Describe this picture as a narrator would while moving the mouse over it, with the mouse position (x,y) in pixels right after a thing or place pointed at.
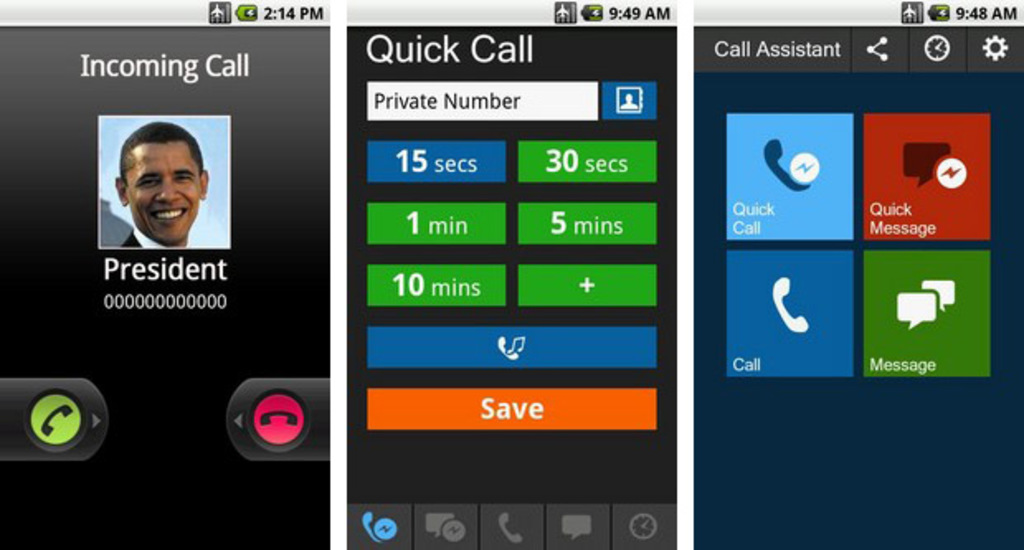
In this picture we can see a person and a call logo (261,409) on the left side (289,409). In another picture we can see a time (438,228) in seconds. There are few logos (392,524) such as messenger (435,519). We can see four logos (731,174). These are message logos (985,229) on the right side (906,297). On top (224,20), we can see a plane mode (210,12) and a time (966,20).
